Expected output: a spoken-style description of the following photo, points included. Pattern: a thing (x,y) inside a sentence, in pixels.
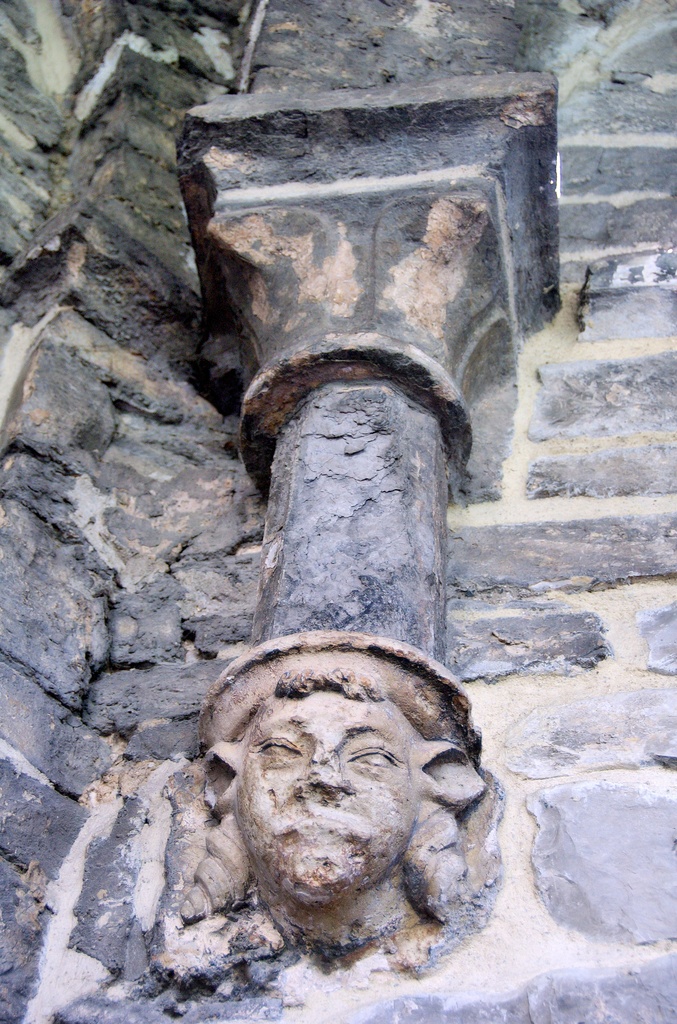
In this image we can see a stone wall (217,429) with sculpture (404,752).
